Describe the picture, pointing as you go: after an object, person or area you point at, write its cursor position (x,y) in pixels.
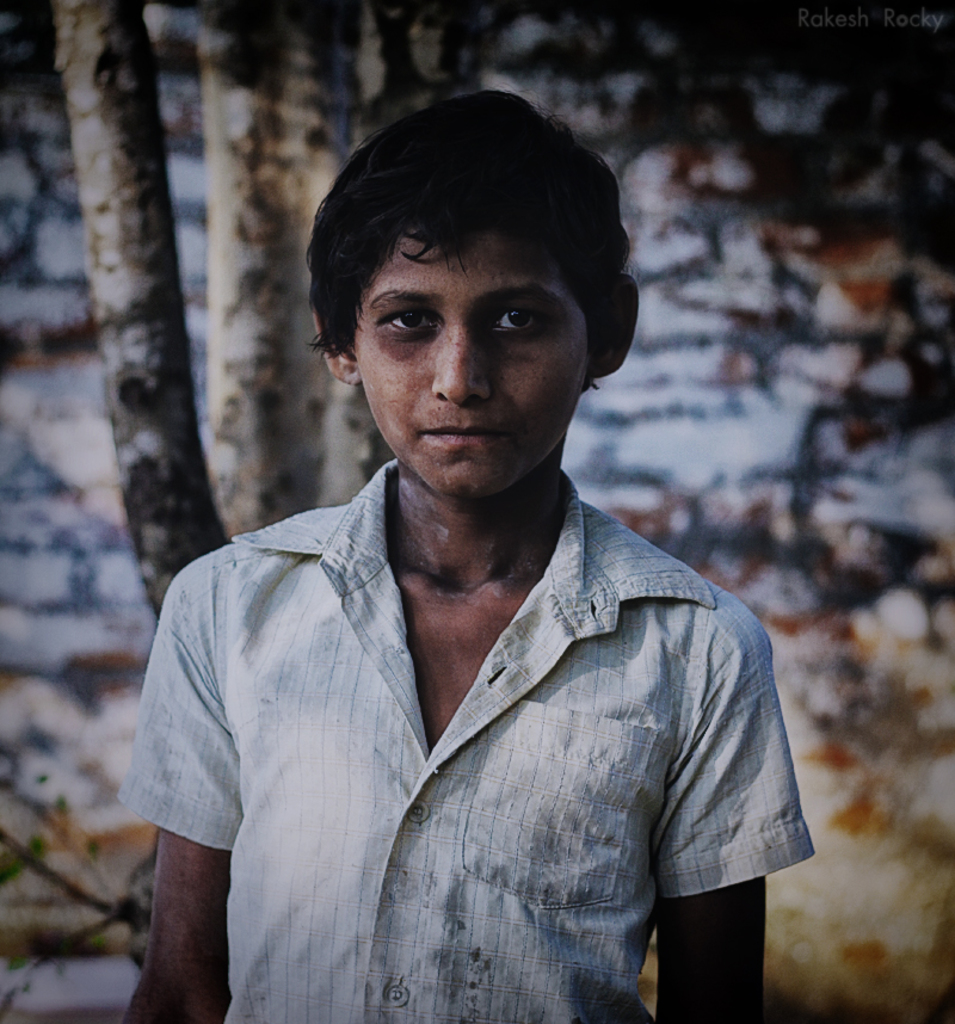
In this image there is a boy (438,820) standing. Behind him there are tree trunks (128,217). The background (811,365) is blurry. In the top right (835,17) there is text (865,16) on the image.
